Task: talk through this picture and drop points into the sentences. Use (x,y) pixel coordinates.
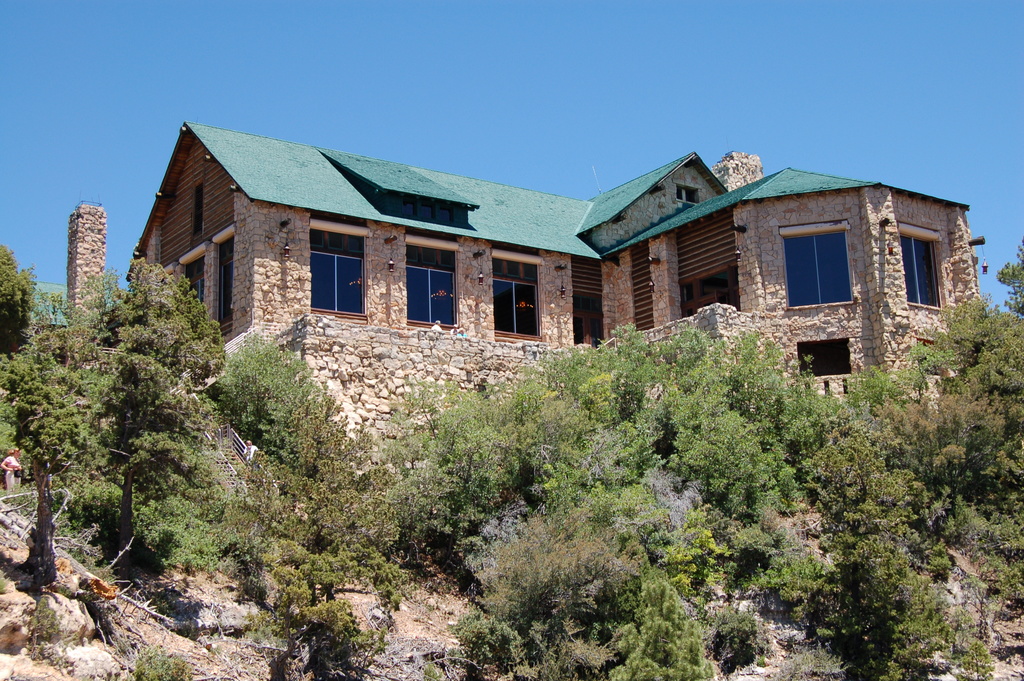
In this image I can see the trees (499,439) in green color, background (742,266) I can see the house (719,244) in brown color and I can also see few glass windows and the sky (593,96) is in blue color.
